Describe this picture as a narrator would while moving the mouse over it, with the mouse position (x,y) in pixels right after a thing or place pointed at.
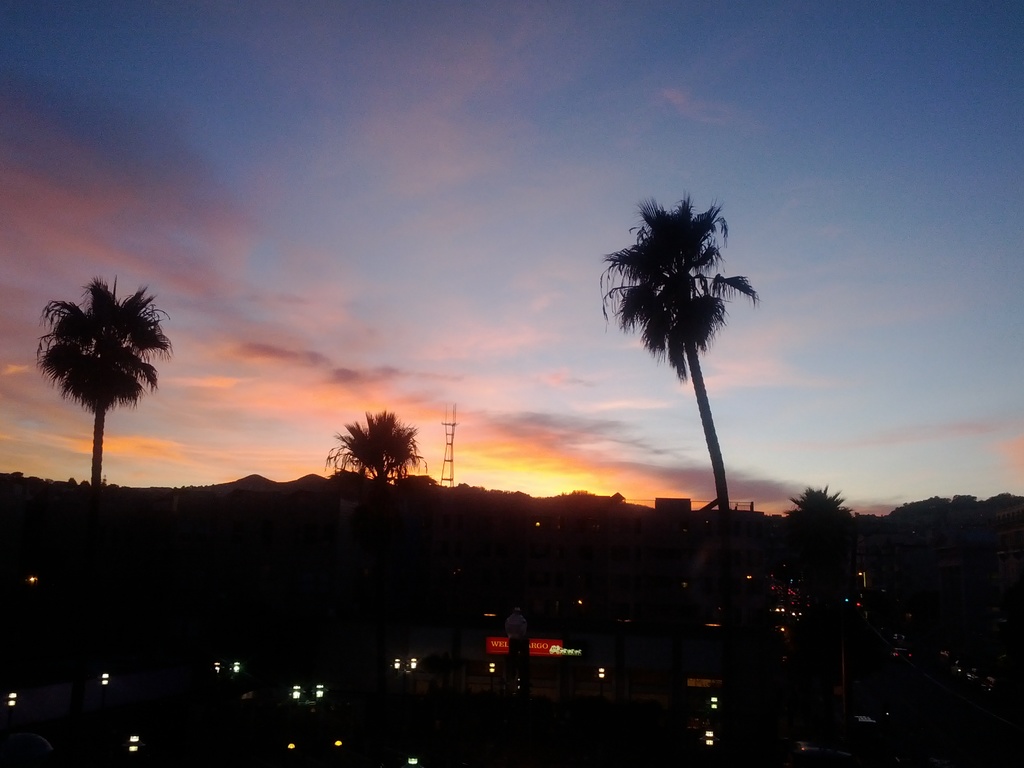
This picture is dark, we can see lights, trees (69,317) and tower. In the background of the image (440,402) we can see sky (454,365) with clouds (127,454).
